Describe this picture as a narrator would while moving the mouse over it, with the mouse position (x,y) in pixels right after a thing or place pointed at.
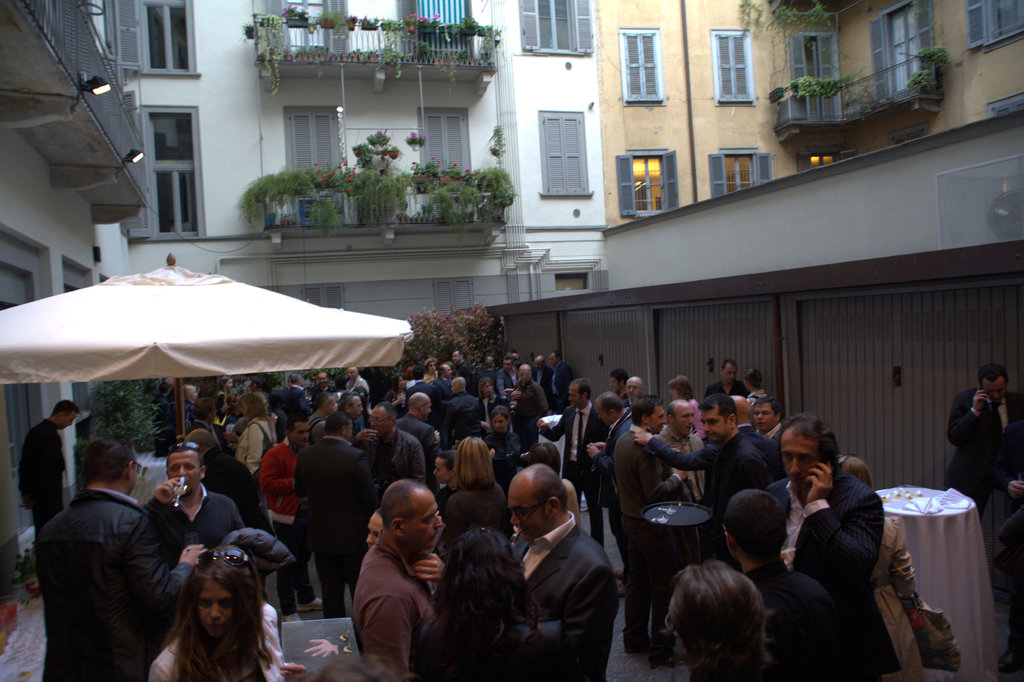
In this image we can see these people (425,387) are standing here. Here we can see tent (272,362), table (912,517) on which we can see some objects (906,496), fence (1011,336), trees (120,419), building (10,405), glass windows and the flower pots (301,14) in the background (481,75).
